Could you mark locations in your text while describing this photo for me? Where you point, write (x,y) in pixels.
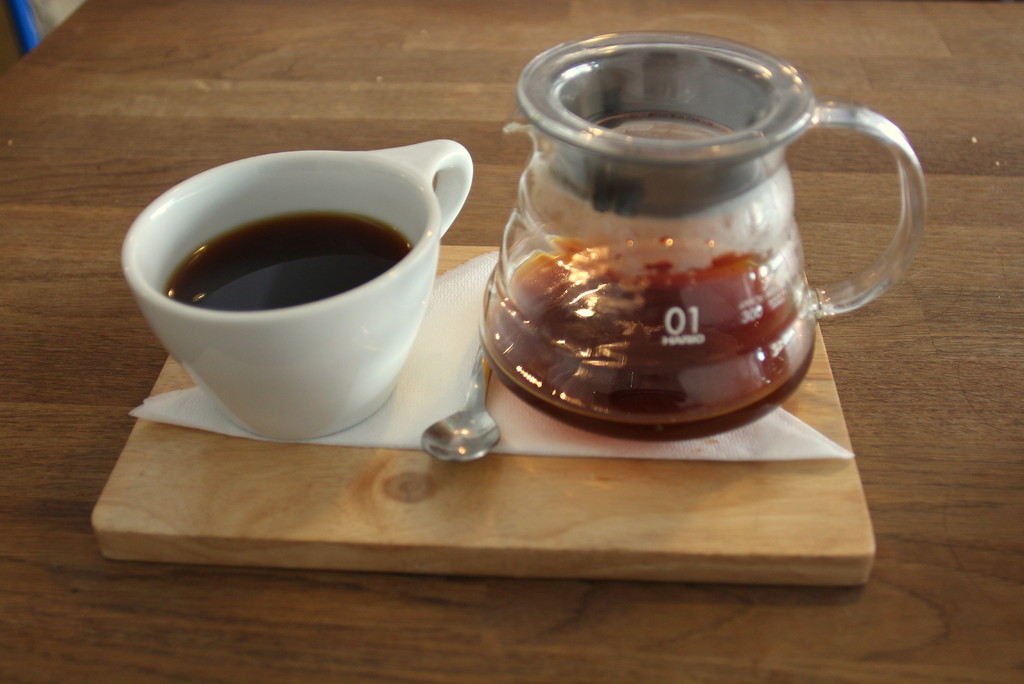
Here we can see two cups (298,304) with liquid (278,279) in it and a spoon (444,423) on a tissue paper (402,439) on a wooden board (570,525) on a platform (26,81). On the left (24,25) at the top corner (24,25) we can see an object (32,20).
